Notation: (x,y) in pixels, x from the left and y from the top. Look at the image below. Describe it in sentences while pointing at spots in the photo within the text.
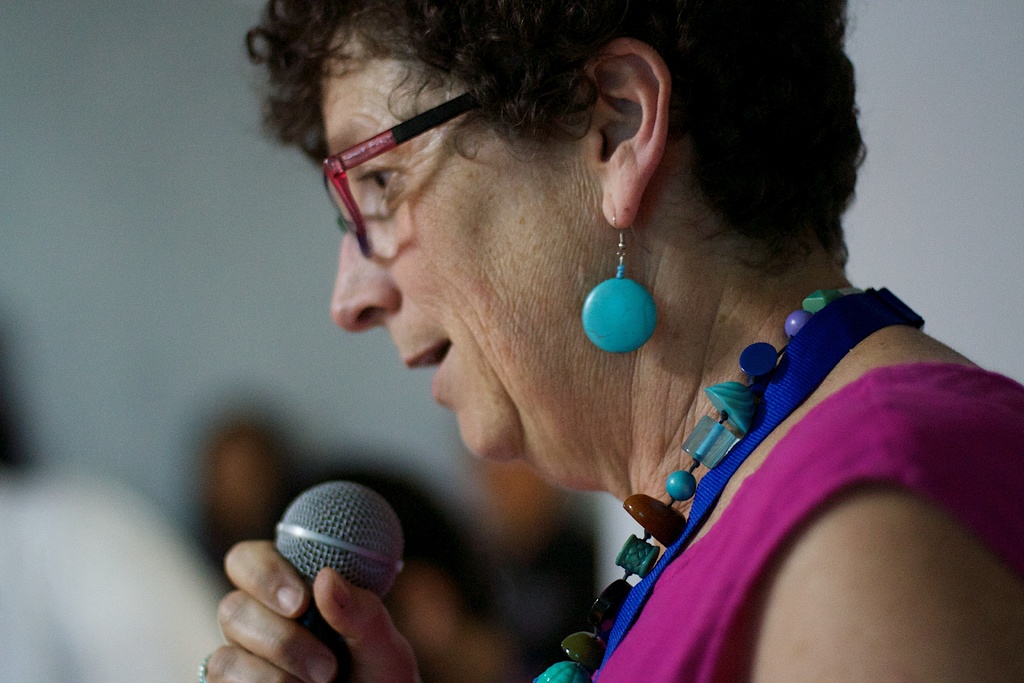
In this image I can see a person (695,548) standing holding a microphone (379,583). The person (719,608) is wearing pink dress (712,609) and the person (688,437) is also wearing colorful jewellery (744,406).
